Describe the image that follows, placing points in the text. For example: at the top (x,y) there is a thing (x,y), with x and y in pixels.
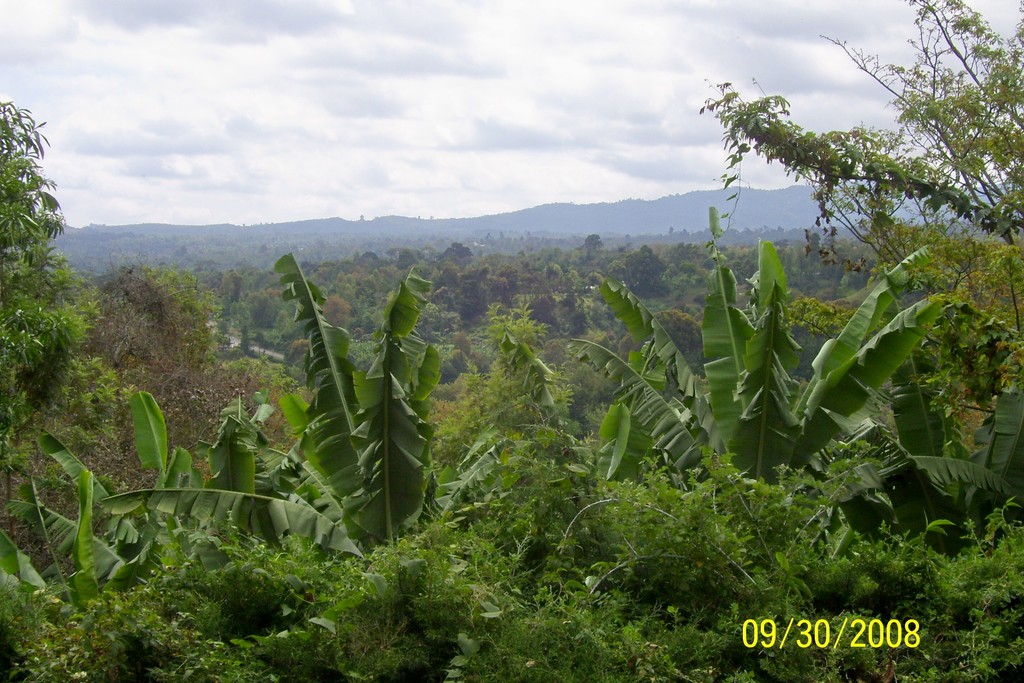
In this image, there are so many trees (523,479). In the background (804,209), we can see the cloudy sky (760,162) and hills (775,192). In the bottom right side of the image (808,639), there is a watermark (838,647). It represents date.
